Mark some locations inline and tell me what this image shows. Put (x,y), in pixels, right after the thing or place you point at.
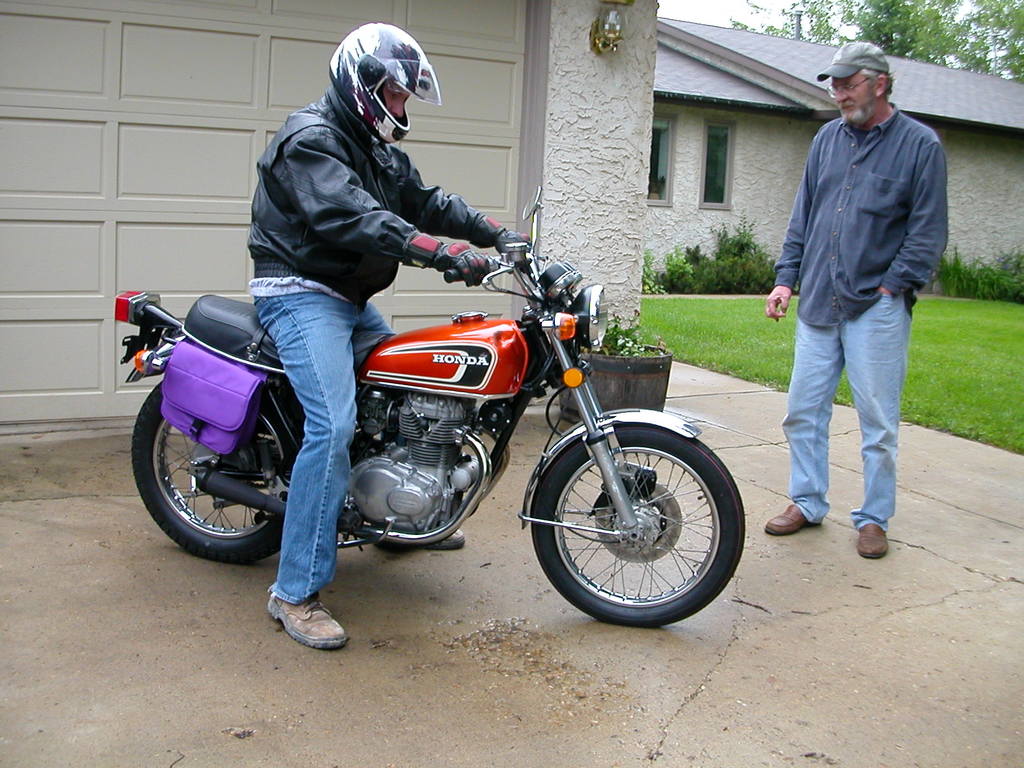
This man (344,159) wore jacket (346,189) and helmet (375,71) is sitting on a motor bike (470,409). Beside this motorbike (482,404) there is a purple bag (232,397). This man (843,115) is standing and wore cap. This is a house (731,64) with roof top (721,87) and window (733,156). In-front of this house (724,168) there are plants (1020,296) and grass (971,329). This is tree (944,27).
